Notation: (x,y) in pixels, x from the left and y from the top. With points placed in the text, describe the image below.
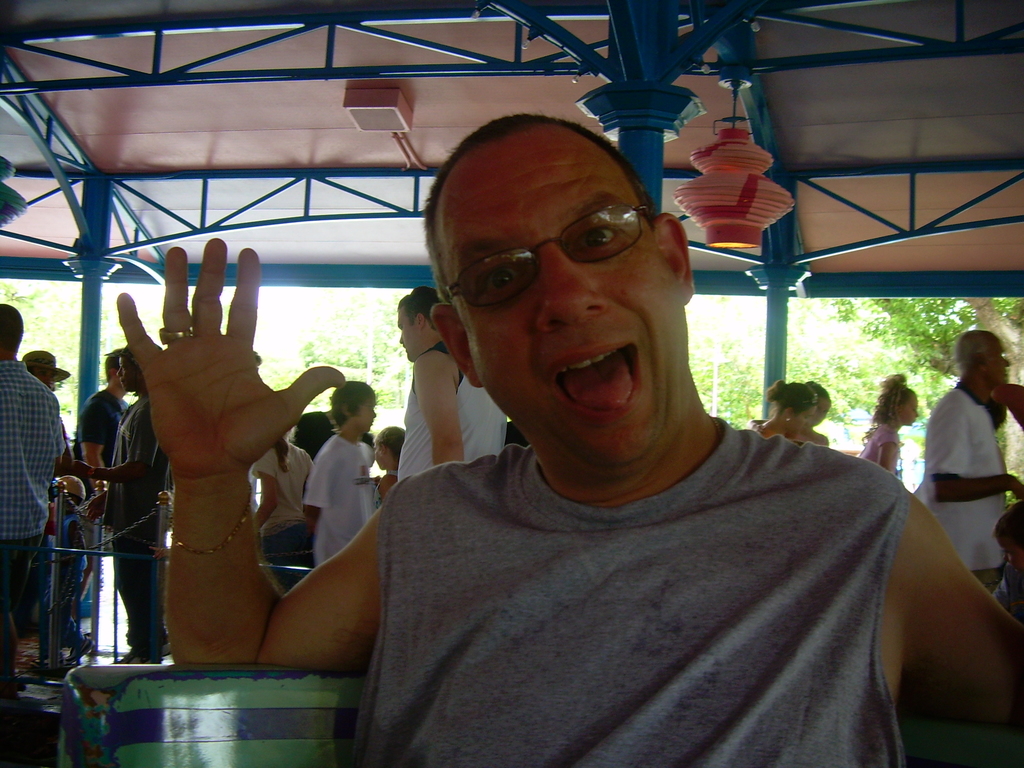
In this image I can see a person (602,666) in the front (636,418), wearing glasses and showing his palm (190,444). There are other people (355,447) behind him. A lantern (782,198) is hanging. There are trees (886,331) at the back (836,356) and there are blue poles (782,347).
